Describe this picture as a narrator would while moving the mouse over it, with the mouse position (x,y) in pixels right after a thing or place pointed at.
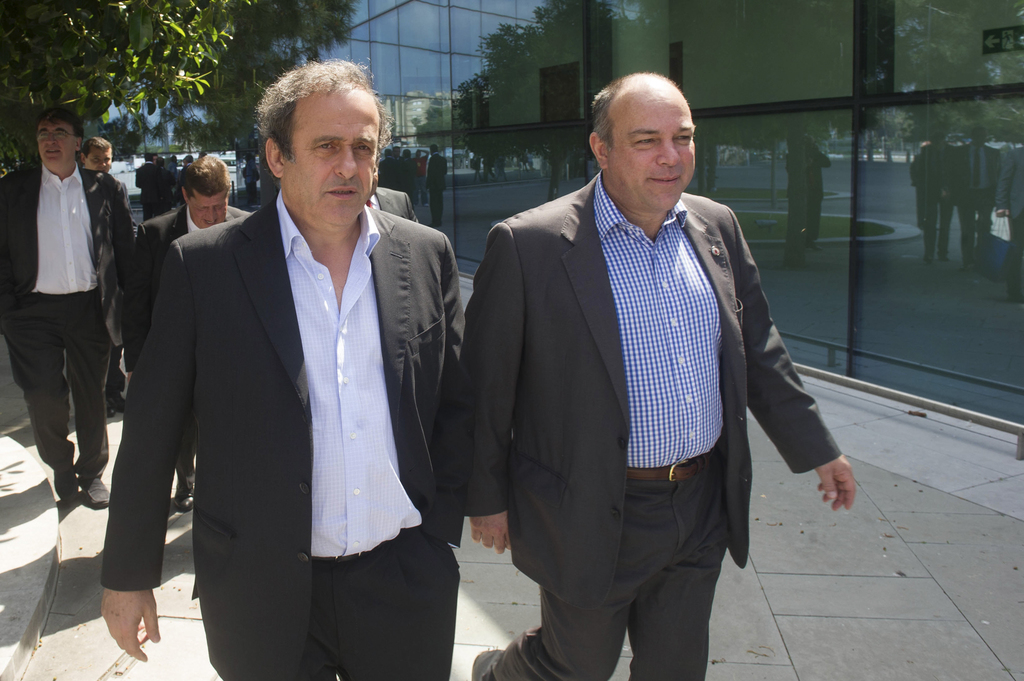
In the image in the center (420,399), we can see a few people (117,335) are walking on the road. And the right side person (535,320) is smiling, which we can see on his face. In the background (589,82) we can see trees (64,102) and one building (650,50).
